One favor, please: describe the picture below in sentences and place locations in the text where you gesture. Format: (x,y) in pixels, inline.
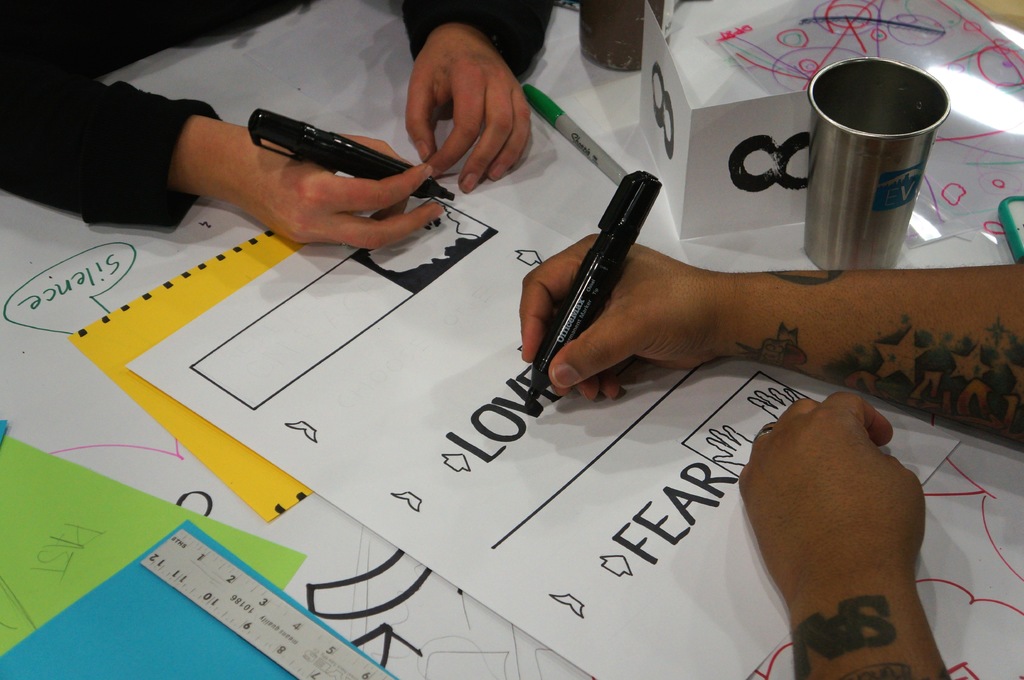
On the left side (96,118), there is a person (288,205) holding a black color sketch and painting on a white color chart (513,435). On the right side (707,311), there is a person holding a black color sketch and placing hand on the table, on which there are a glass (840,143), a pen (564,120), a scale (311,622), a box (756,147) and papers (958,38).
